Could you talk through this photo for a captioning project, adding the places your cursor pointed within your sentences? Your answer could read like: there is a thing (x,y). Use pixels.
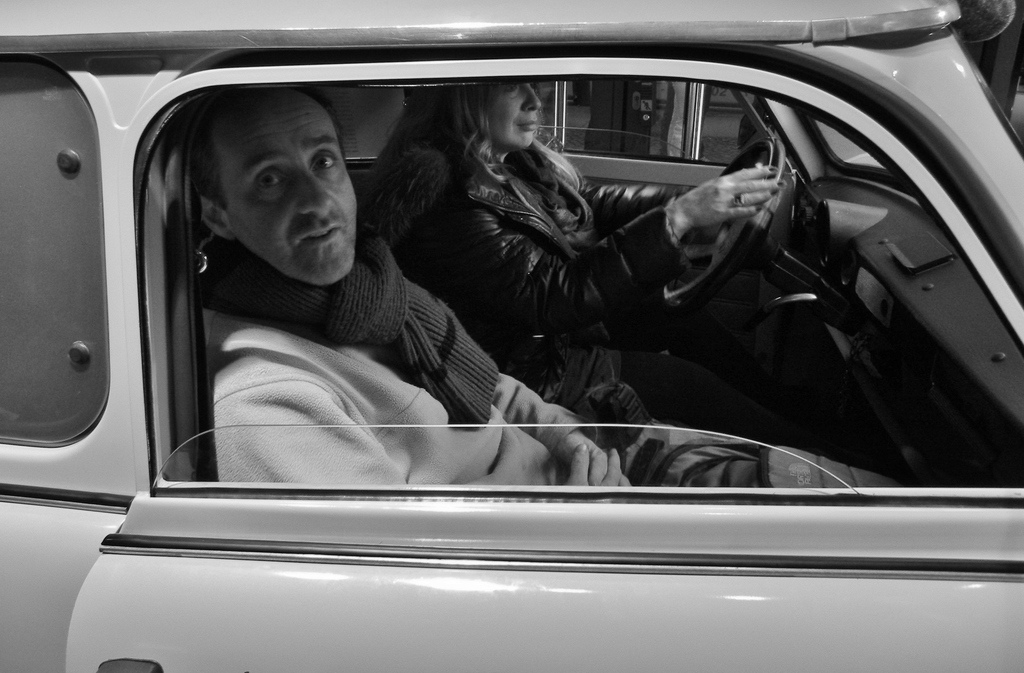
In this image there is a vehicle (69,435) in which a person (381,338) is sitting beside the window (460,467) of the vehicle (420,502). Woman (474,254) sitting beside this person (421,353) is holding steering (760,245) of the vehicle (854,167).
